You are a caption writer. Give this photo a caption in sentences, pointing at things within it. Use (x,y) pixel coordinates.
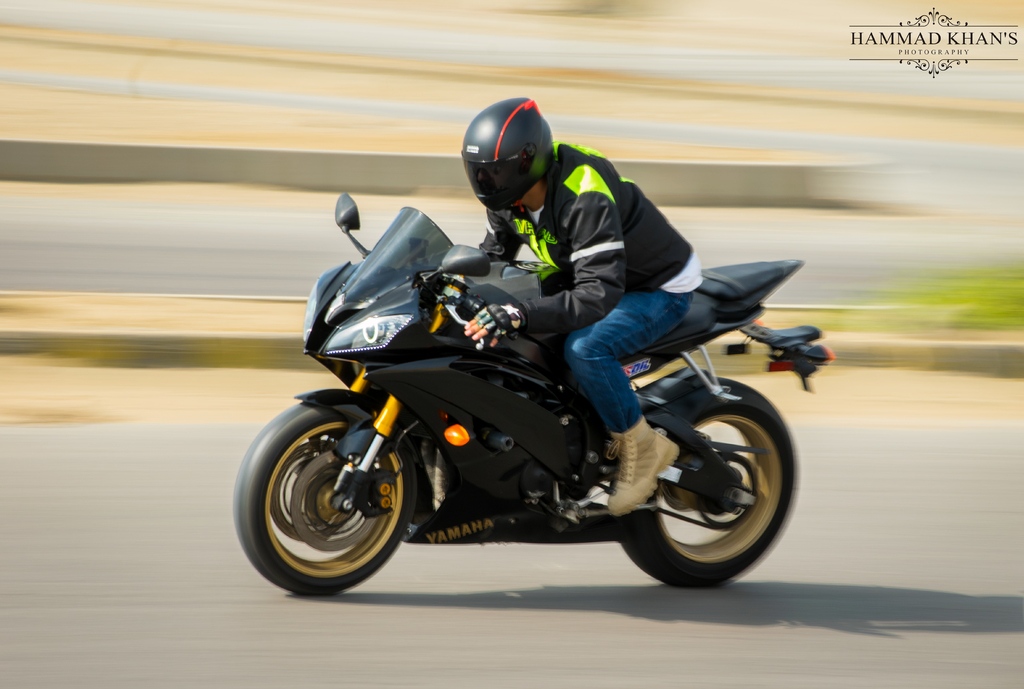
In the picture there is a man (606,332) riding a bike (550,428) and the picture is captured while the bike (409,436) is in motion.
